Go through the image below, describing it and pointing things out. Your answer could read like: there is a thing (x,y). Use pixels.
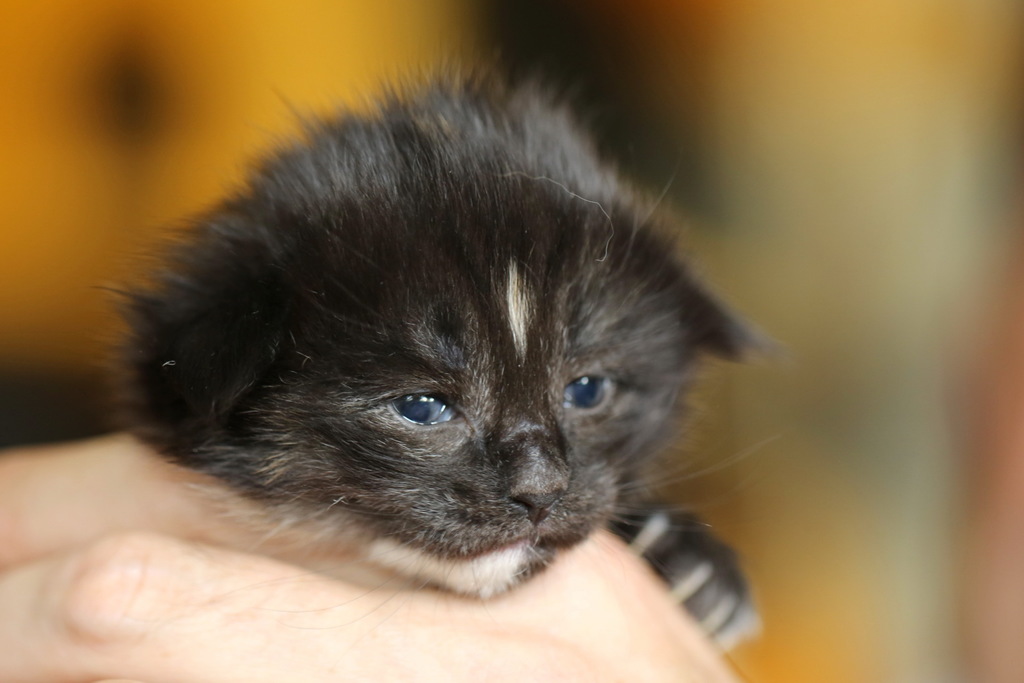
To the bottom of the image (242,631) there is a person hand (198,562). On the same hand (594,571) there is a small black cat (464,405) on it. There is a blur background (57,185).
